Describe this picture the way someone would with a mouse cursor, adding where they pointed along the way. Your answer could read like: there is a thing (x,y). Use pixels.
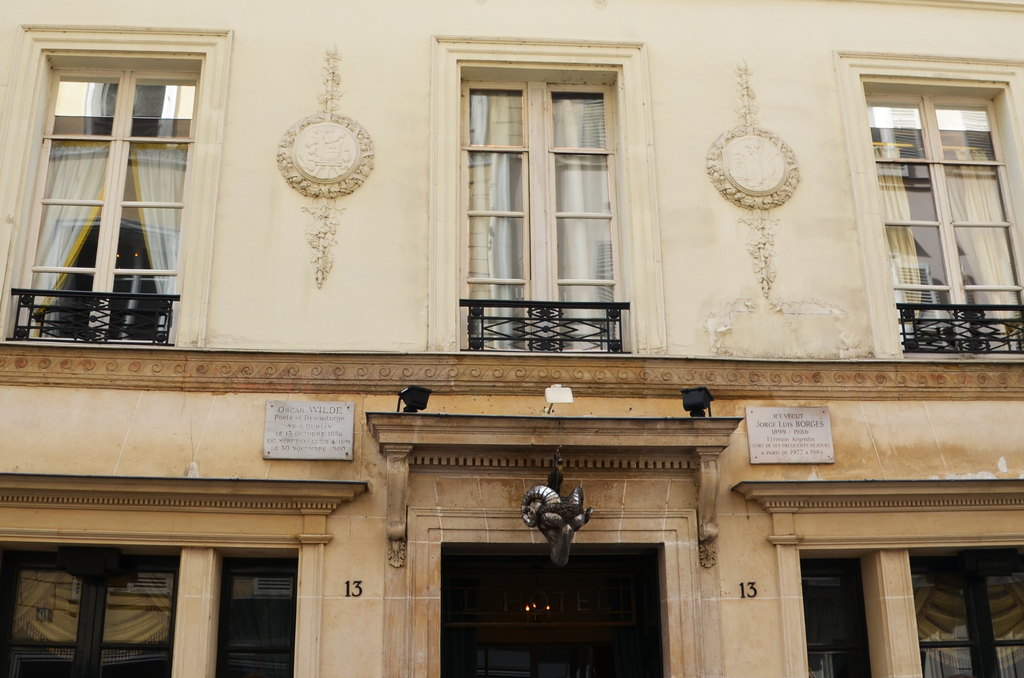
In this image there is a building (320,364). There are glass windows (921,247) and railing (606,322) to the walls (649,332) of the building (813,214). There are sculptures (744,155) on the wall (435,402). There are lights (406,404) on the walls (584,454). Beside the lights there are boards (334,417) with text (319,435) on the walls (861,443).
